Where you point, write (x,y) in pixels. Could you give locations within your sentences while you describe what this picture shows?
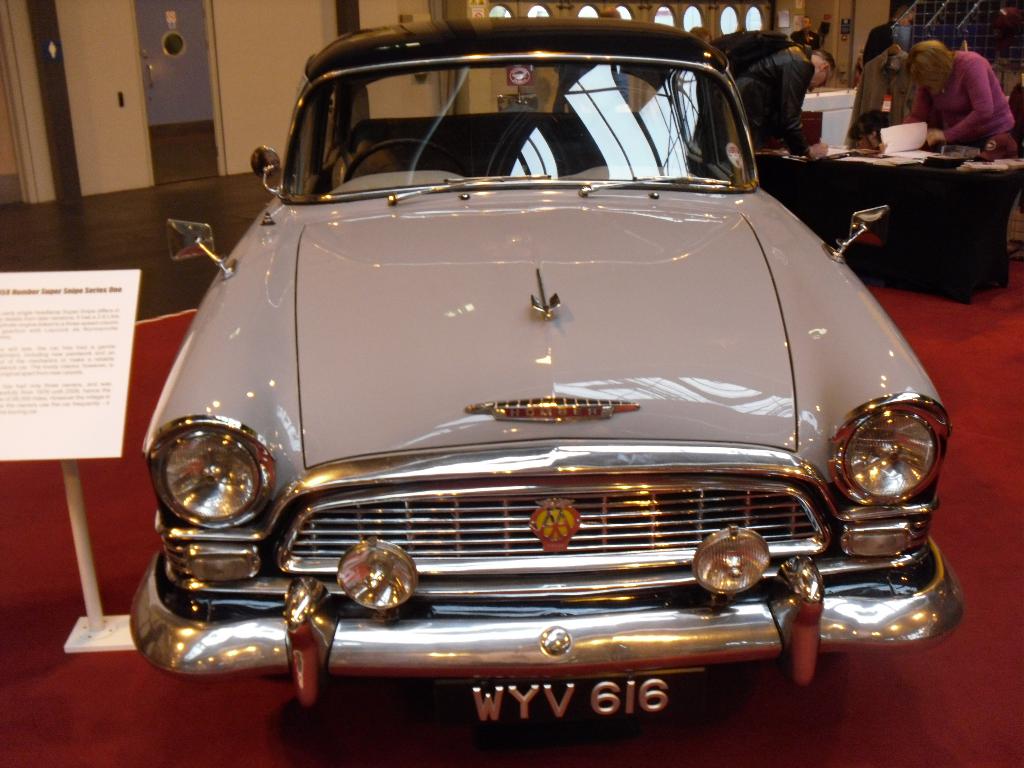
In this image in front (191,651) there is a car (175,653). Beside the car (175,653) there is a stand board (31,355). At the bottom of the image (925,711) there is a mat (942,689). On the right side of the image (922,206) there is a table (868,190). On top of it there are papers (902,148) and a few other objects (966,148). There are people (978,124). In the background of the image (279,50) there is a wall (324,30). There is a glass door (182,105).
